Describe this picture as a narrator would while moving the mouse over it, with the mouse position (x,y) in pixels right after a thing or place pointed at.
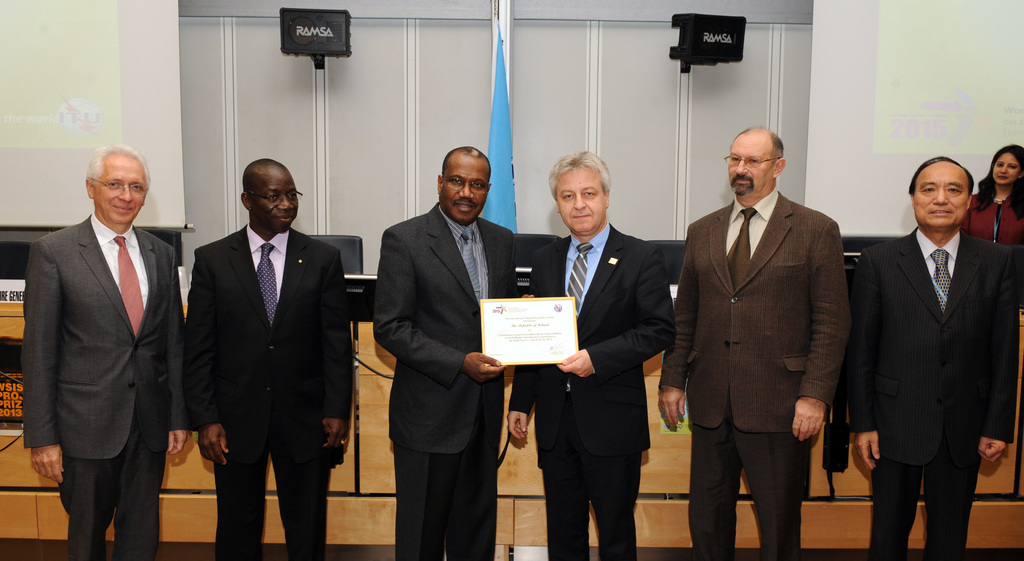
In the center (432,355) we can see two persons (587,309) are holding the certificate (545,344). On the right (1011,371) we can see a man (979,264) who is wearing suit (969,279). On the left (287,330) we can see a black person (283,264) who is wearing spectacles (288,200). On the back (651,391) we can see table (364,374), computer screens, chairs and flag (503,67). On the top (718,49) we can see speakers (705,30). On the top right (882,54) and top left (81,42) we can see projector screens (900,95). Here we can see woman (1001,227) who is standing near to the projector screen (986,146).
